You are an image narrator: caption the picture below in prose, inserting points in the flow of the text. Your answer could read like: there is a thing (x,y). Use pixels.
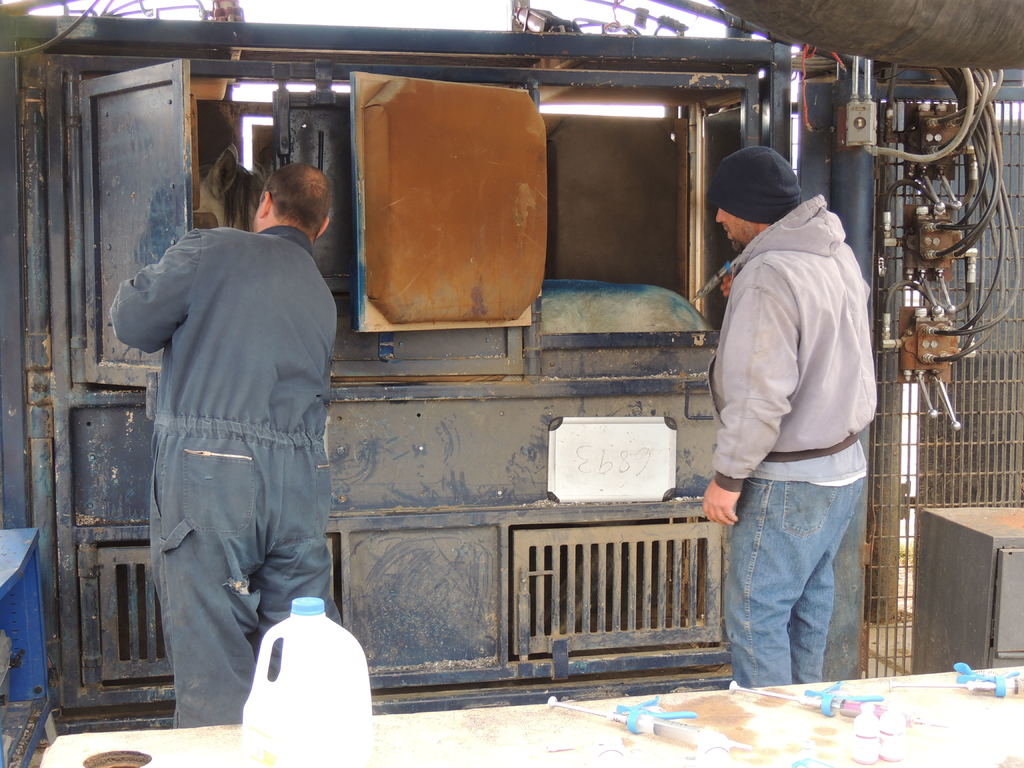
On the left side (249,424) a man (277,442) is standing, he wore grey color dress (244,449). on the right side (814,293) there is another man (813,278), he wore coat (804,268), black color cap (750,201), blue color jeans (784,575). At the bottom (325,700) there is a can (312,724).
